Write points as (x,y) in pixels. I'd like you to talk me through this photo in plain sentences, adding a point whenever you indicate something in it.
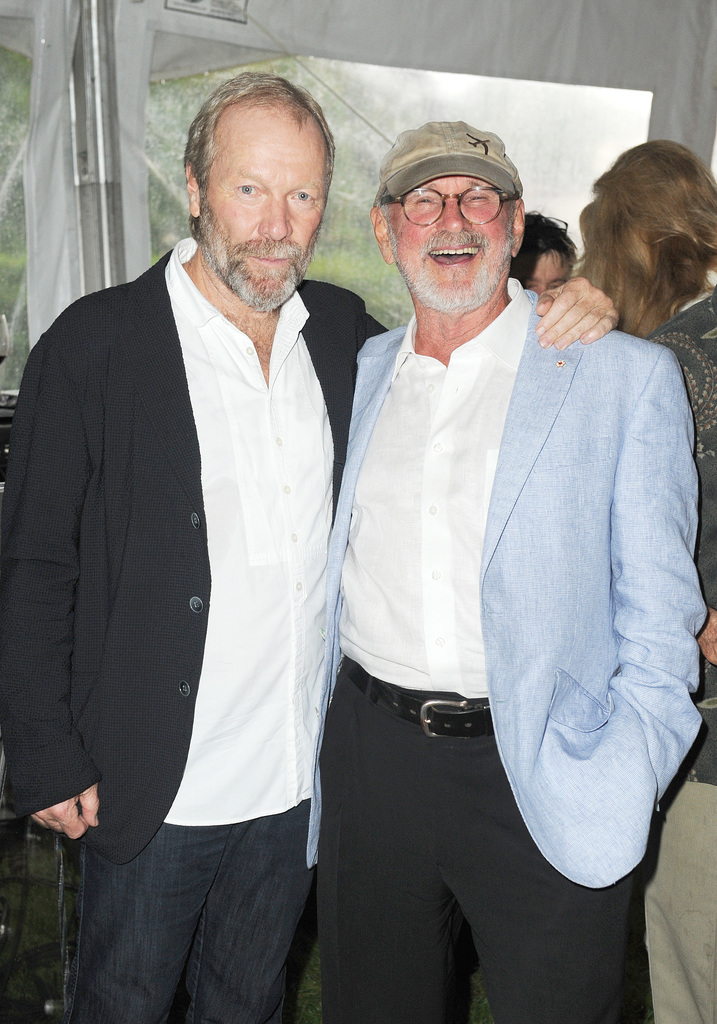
In the picture I can see two men (271,466) wearing black and blue color suit (360,444) standing and posing for a photograph and in the background of the picture (553,250) there are some persons (553,250) standing and there is a tent (191,46).
